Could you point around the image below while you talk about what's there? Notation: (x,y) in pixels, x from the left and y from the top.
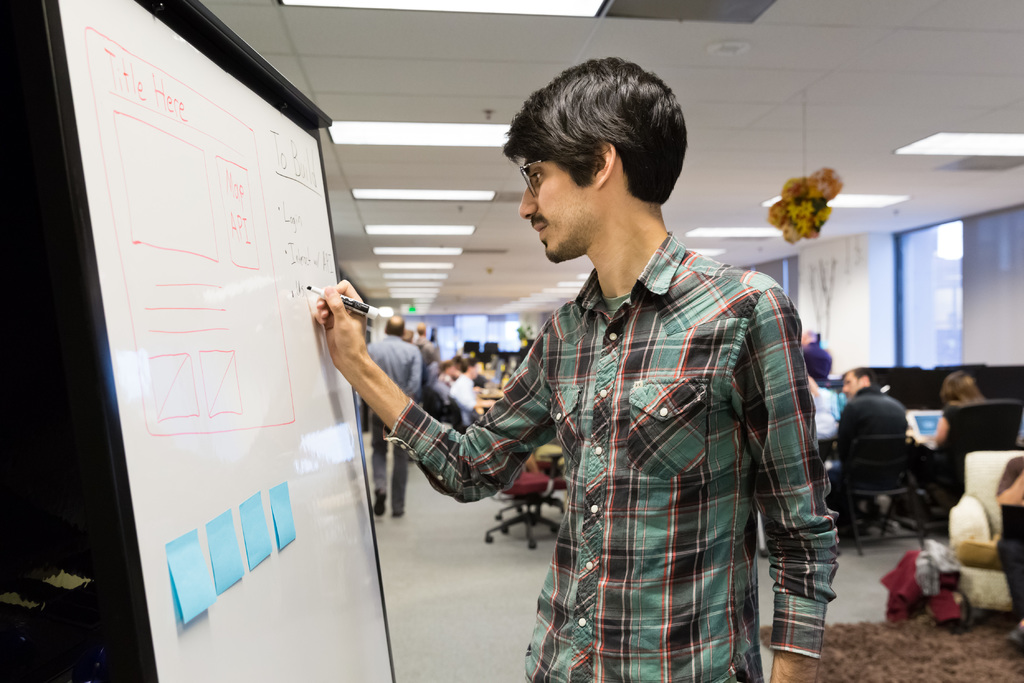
In this image, I can see a person (569,579) standing and writing on a whiteboard (216,321). In the background (399,352), there are few people (397,337) standing, few people (445,382) sitting on the chairs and there are glass windows (440,338). At the bottom right side of the image (949,580), I can see a bag (929,602) and a carpet (862,635) on the floor (873,588). At the top of the image (489,9), I can see the ceiling lights (410,266) and a decorative item (780,204) hanging to the ceiling (794,67).
